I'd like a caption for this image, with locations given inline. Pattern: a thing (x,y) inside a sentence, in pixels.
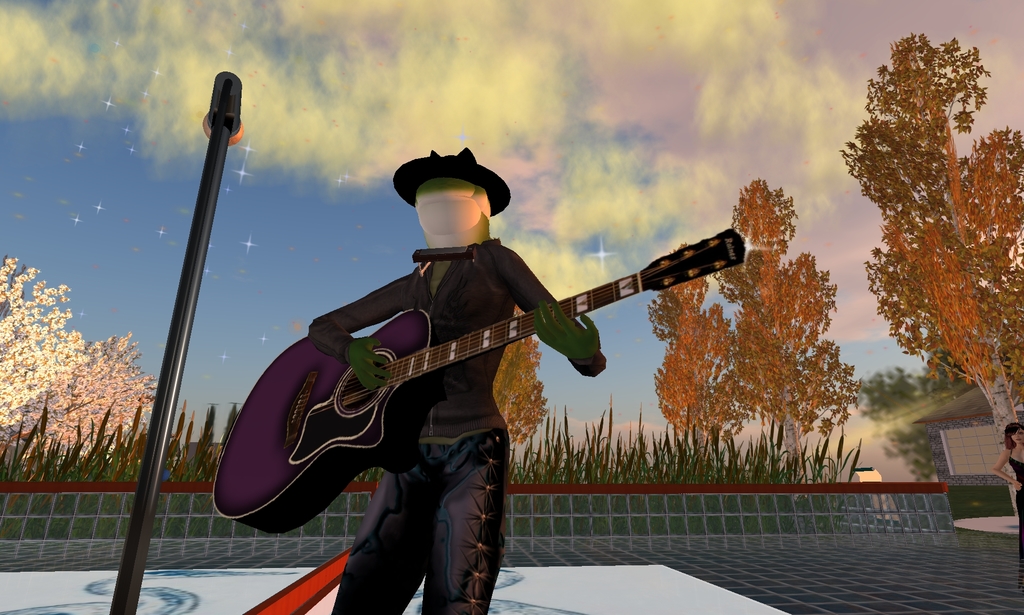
In this image I can see the digital art of a person (479,416) standing and holding a guitar (417,352) and in the background (1009,479) I can see a woman (1019,530) standing, few plants (815,479), few trees (58,353) which are white, orange and green in color and the sky (576,148). I can see the black colored metal rod (225,100) and a microphone (230,125).
